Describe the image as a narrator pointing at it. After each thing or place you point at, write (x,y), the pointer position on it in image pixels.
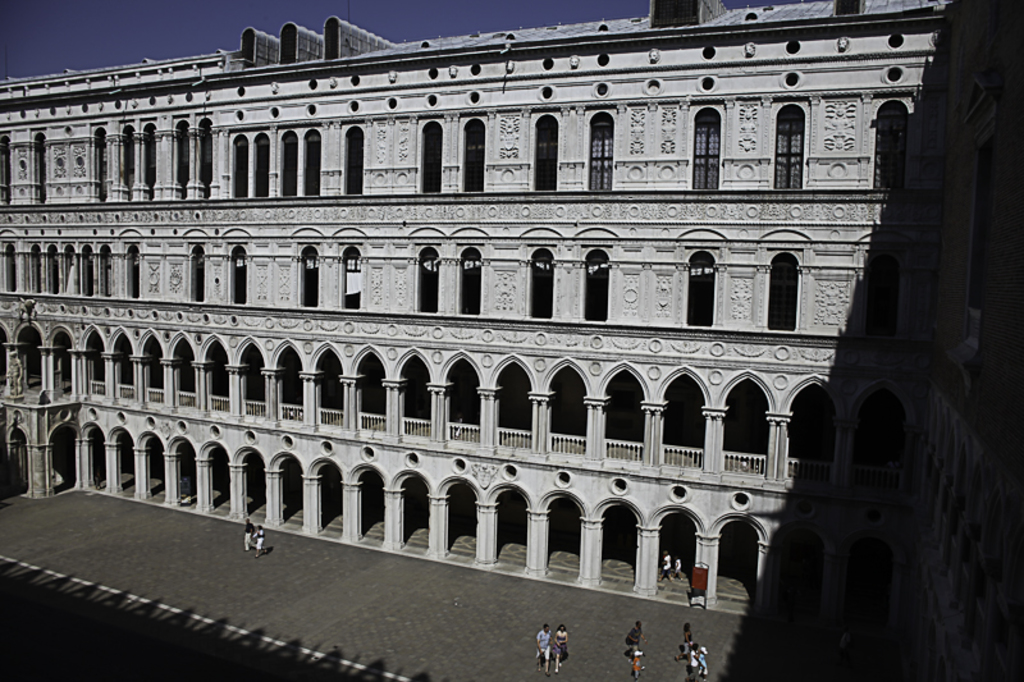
In this image, this looks like a building (508,137) with the windows (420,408). I can see few people (631,656) walking. At the top of the image (126,56), I think this is the sky (188,33).
